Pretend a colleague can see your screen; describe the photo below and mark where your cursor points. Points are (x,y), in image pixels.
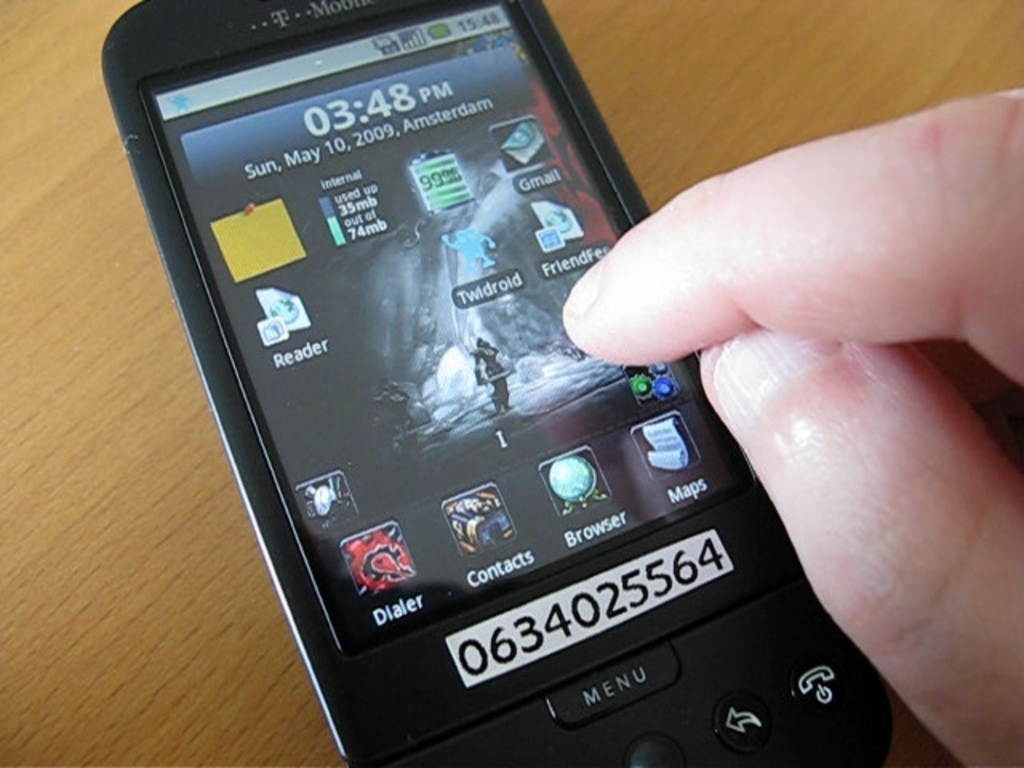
In this image there is person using a mobile phone (390,400), on the screen (401,281) there are few apps (491,515) and a number (520,633) is written on the piece of paper (538,636) and attached to the phone (541,509) and the phone (563,669) is on the table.
